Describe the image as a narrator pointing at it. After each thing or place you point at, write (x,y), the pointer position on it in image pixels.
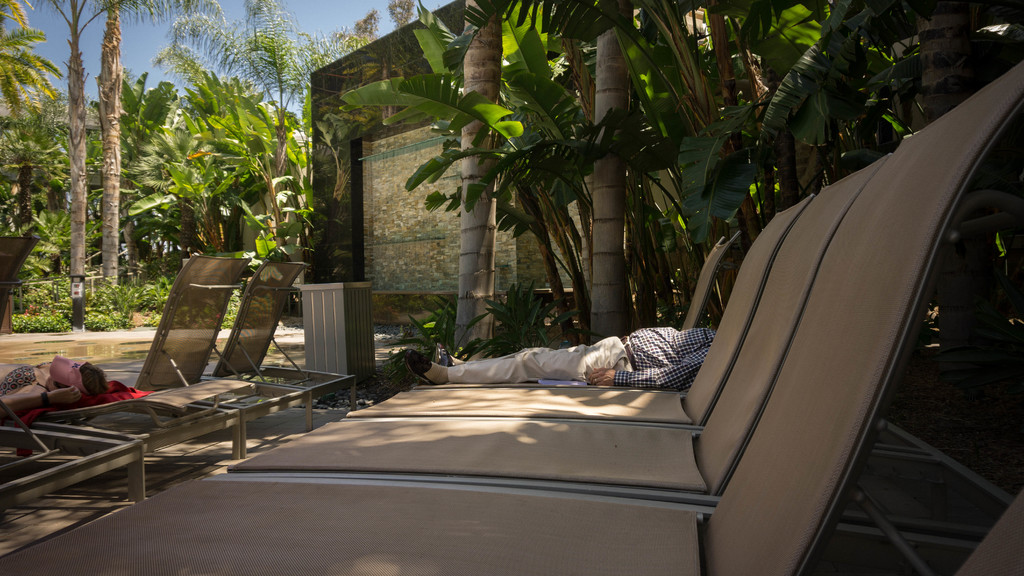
In this image there are benches (522,462) on which there are people (33,384) sleeping, beside that there is a buildings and trees (470,251).
